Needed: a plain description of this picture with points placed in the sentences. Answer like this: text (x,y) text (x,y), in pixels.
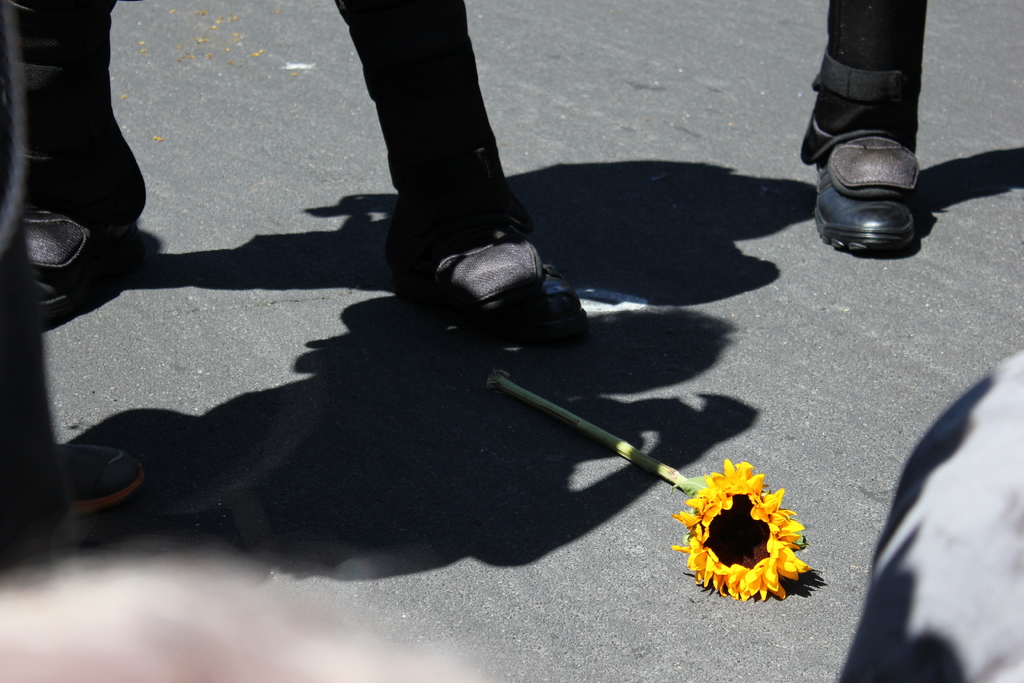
In this image we can see the legs (524,237) of the person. In the middle (641,354) we can see the shadows (669,436) of the persons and a flower (779,576) on the surface (647,443).
